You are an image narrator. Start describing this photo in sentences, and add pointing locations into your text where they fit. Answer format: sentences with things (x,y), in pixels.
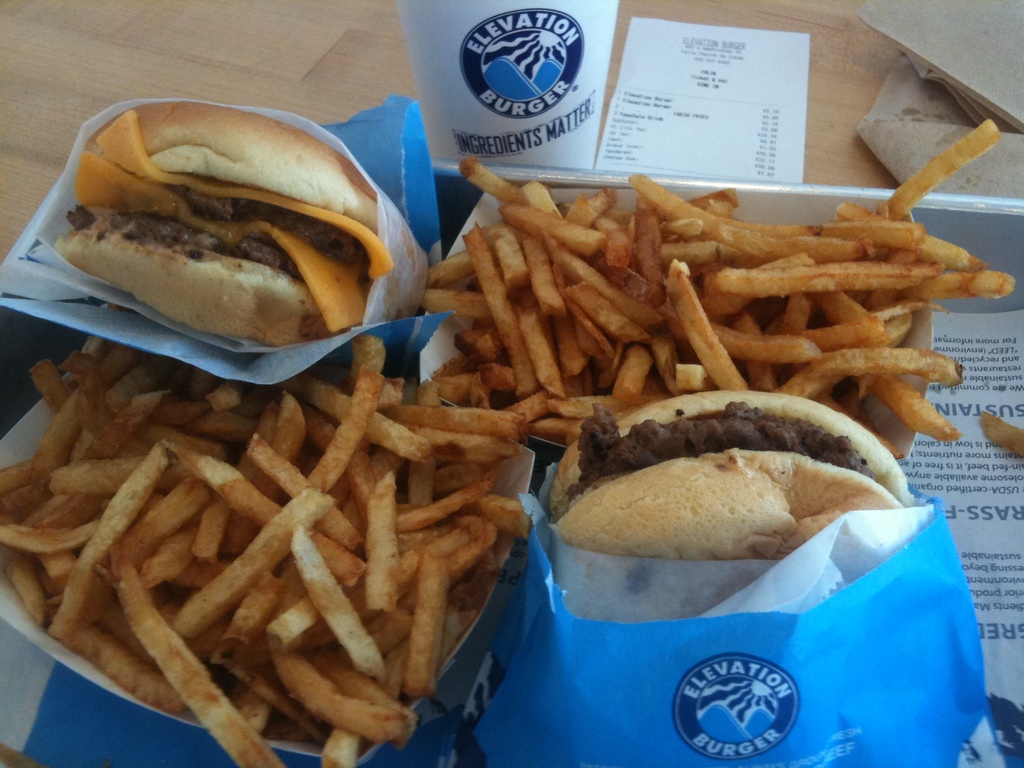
In this image we can see some food (741,491) on the paper covers (681,651) on the plate (1015,235), one paper (1004,477) with text (1000,356) on the plate (992,313), one paper (772,119) with text (773,146) and numbers (772,109) on the table (850,88). There are some objects (564,49) on the table (69,88).
